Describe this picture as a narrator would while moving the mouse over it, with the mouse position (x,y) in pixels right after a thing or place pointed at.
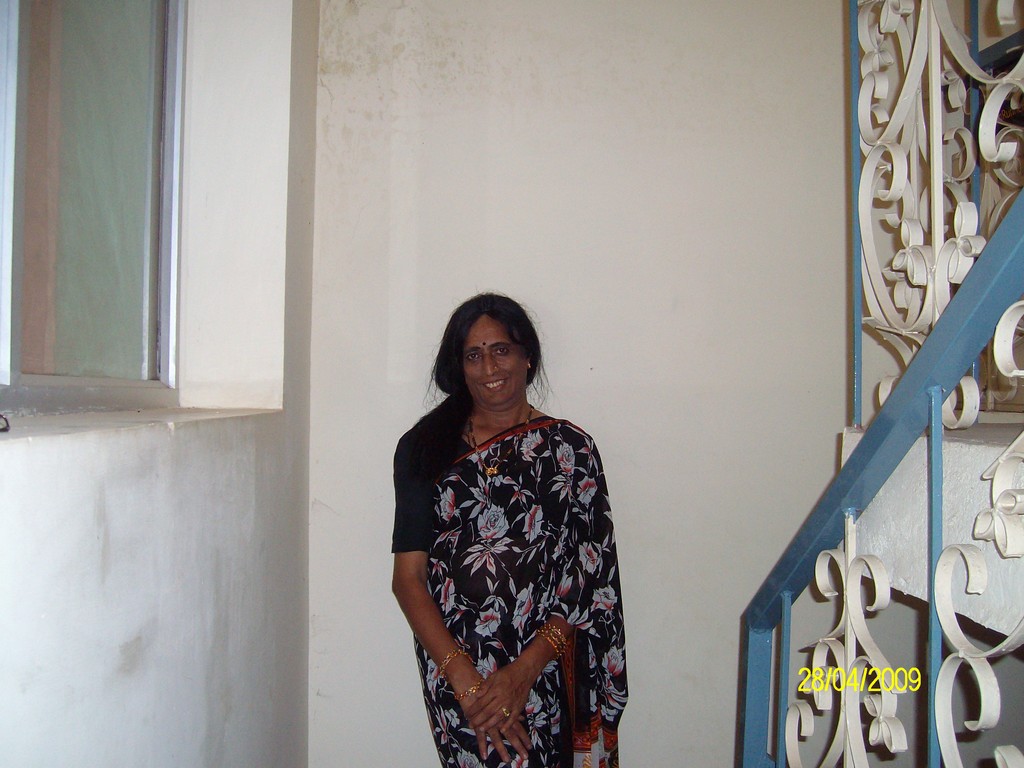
At the bottom of this image (536,574), there is a woman (536,614) in sari (516,463), smiling and standing. On the right side (936,569), there are two fences (886,665). On the left side (75,90), there is a window (116,336). In the background (178,310), there is a white wall (122,510).
